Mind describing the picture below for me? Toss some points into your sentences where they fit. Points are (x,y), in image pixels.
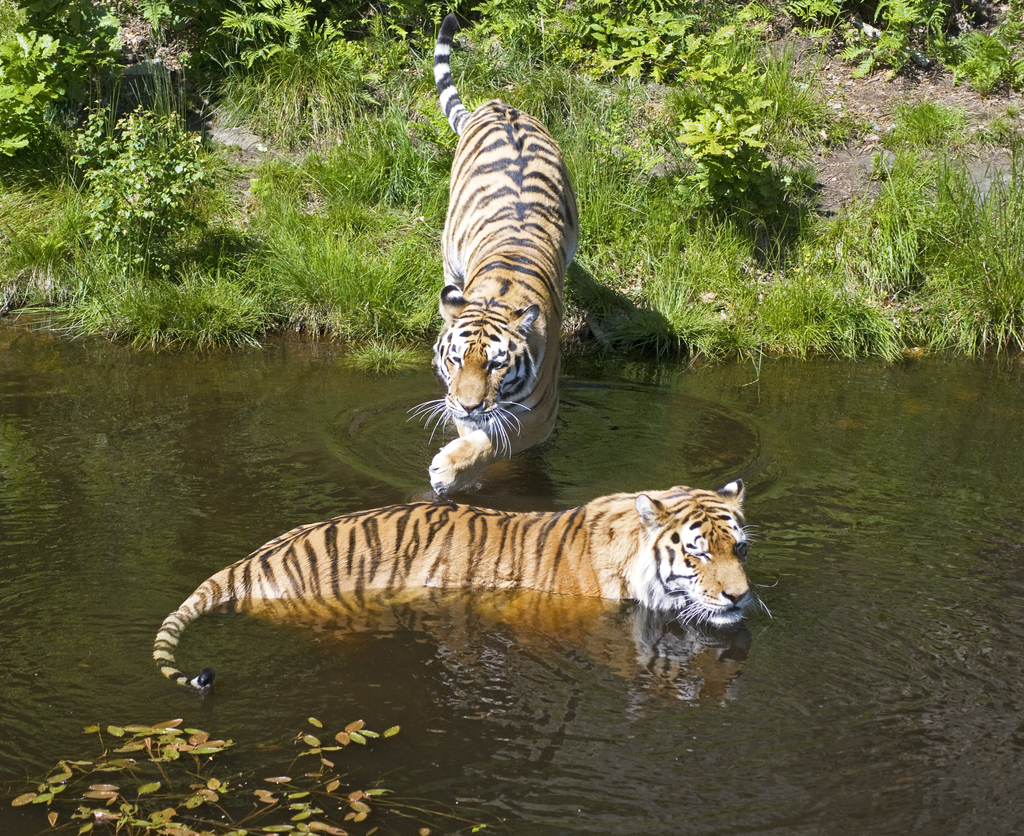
There are two tigers (443,351) in the water (236,392). In the back (164,224) there are plants (778,149).
